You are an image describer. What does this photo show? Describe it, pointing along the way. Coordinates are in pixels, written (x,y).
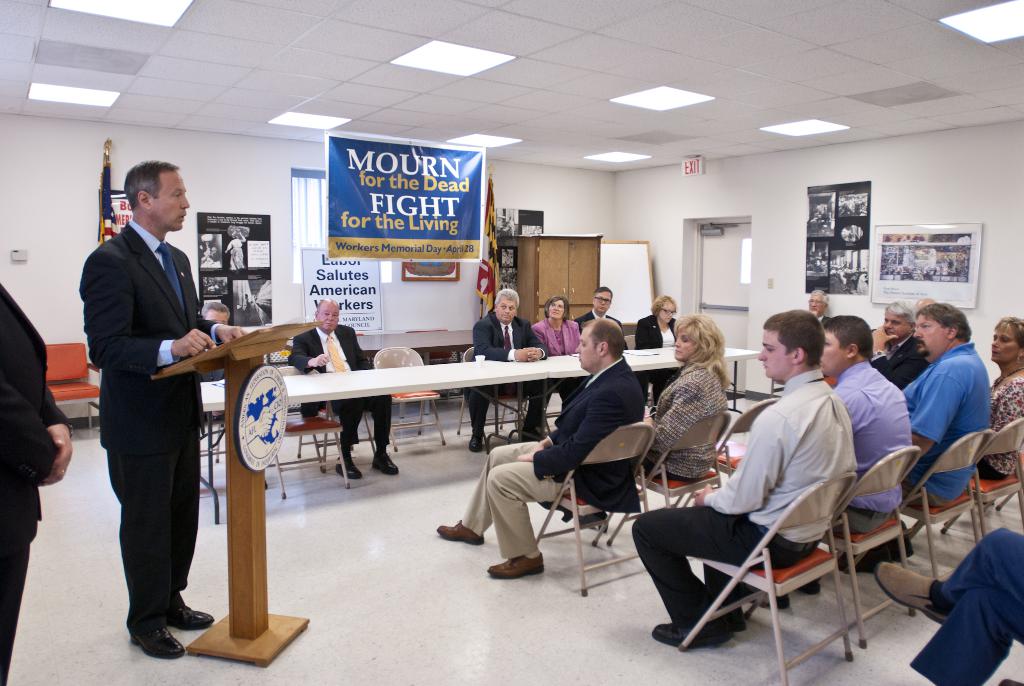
There are many people (576,398) sitting on chairs (686,483). There are tables (455,365). On the left side (161,335) there is a person (168,388) standing near to a stand (248,362). On that there is a logo (259,402). On the ceiling (425,77) there are lights (695,101). There is a banner (436,195). In the back (246,151) there is a wall (202,152). On that there are posters (265,234). Also there is a flag (98,203). On the right side (814,160) there is a wall (789,203) with some posters (863,221). Near to that there is a door (720,256), board (620,259) and a shelf (581,267). Also there is an exit board (691,170).
